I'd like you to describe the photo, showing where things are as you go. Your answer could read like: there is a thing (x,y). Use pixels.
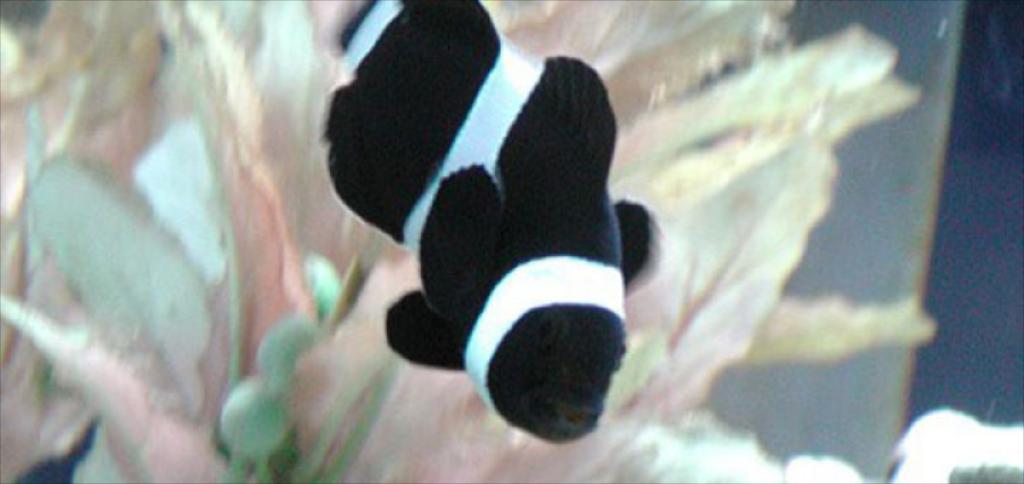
In this picture I can see there is a fish (475,313) swimming and it has fins (447,196), mouth (570,411), nose (570,378) and eyes (605,361). In the backdrop (319,208) there is an aquatic plant (191,383).
